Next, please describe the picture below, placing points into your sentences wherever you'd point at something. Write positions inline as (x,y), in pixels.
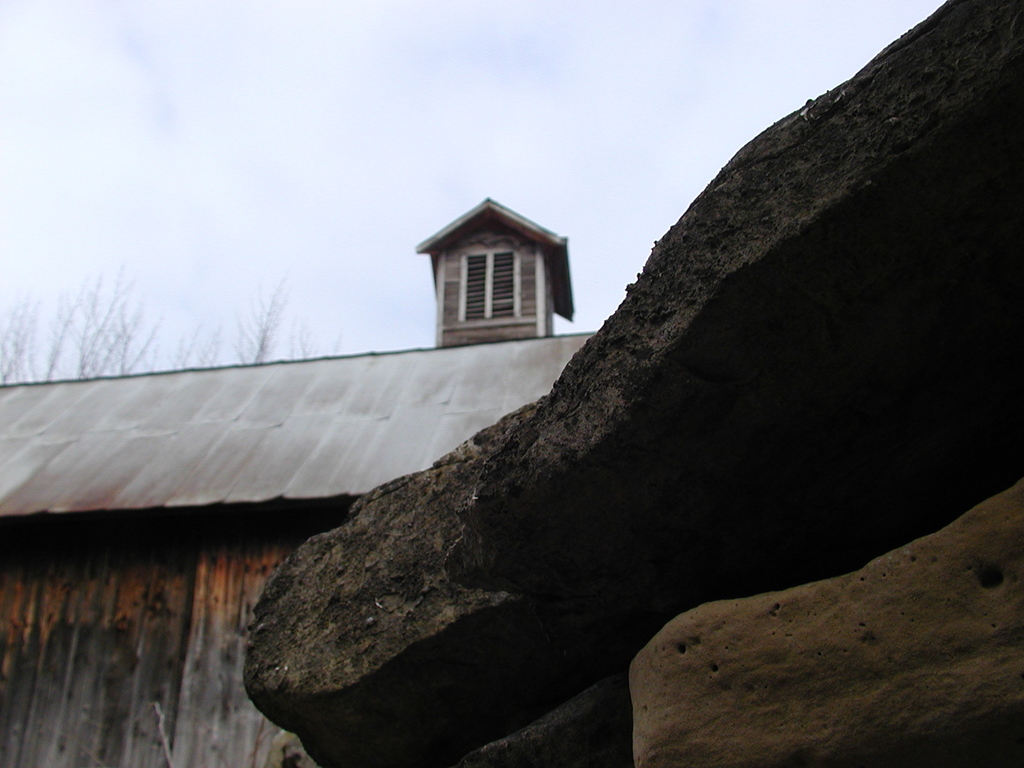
In this picture there are few rocks (821,566) in the right corner (853,477) and there is a wooden house (167,557) in the left corner (121,623) and there is a cupola (484,314) above it and the sky (387,112) is cloudy.
